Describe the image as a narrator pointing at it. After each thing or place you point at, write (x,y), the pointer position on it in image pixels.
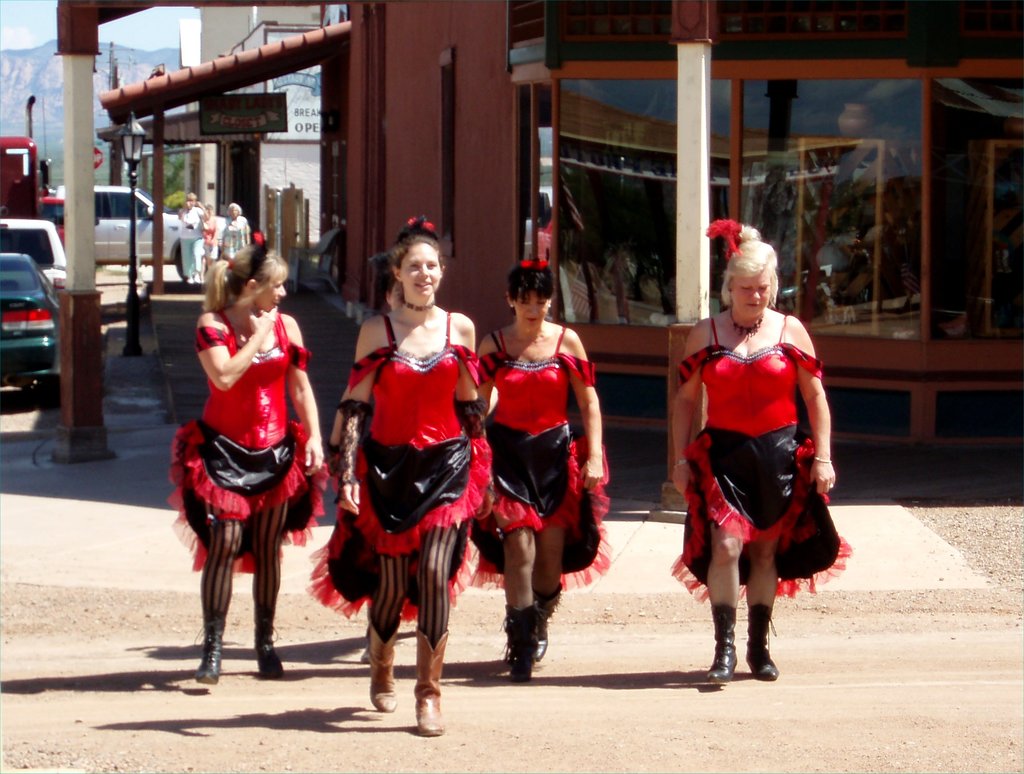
In the image there are a group of women (588,442) in the foreground (382,566) and behind them there are few pillars (685,163), windows (581,152) and on the left side (26,280) there are few vehicles (140,224) and there are three people (216,228) standing in front of one of the vehicle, in the background (291,174) there is a building (297,178) and behind the building (215,21) there are mountains (131,58).
